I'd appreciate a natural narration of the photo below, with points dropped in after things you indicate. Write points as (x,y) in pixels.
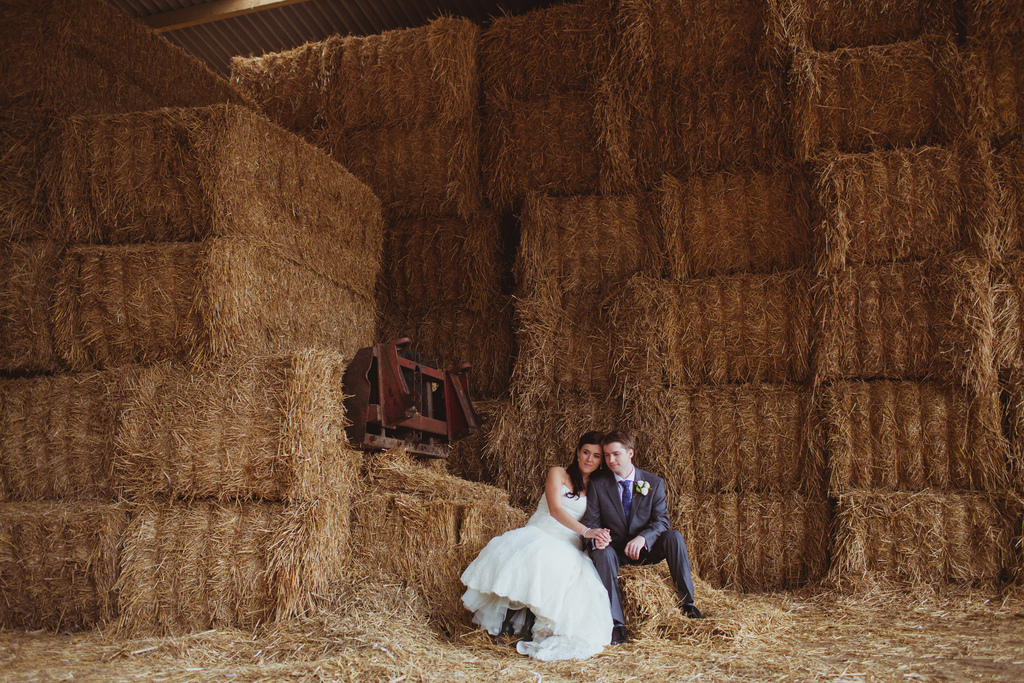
In the image there is a lady (584,537) and a man (631,534) are sitting on the hay (648,579). Behind them there are piles of hay (440,348). And also there is a machine (390,427) in it.
